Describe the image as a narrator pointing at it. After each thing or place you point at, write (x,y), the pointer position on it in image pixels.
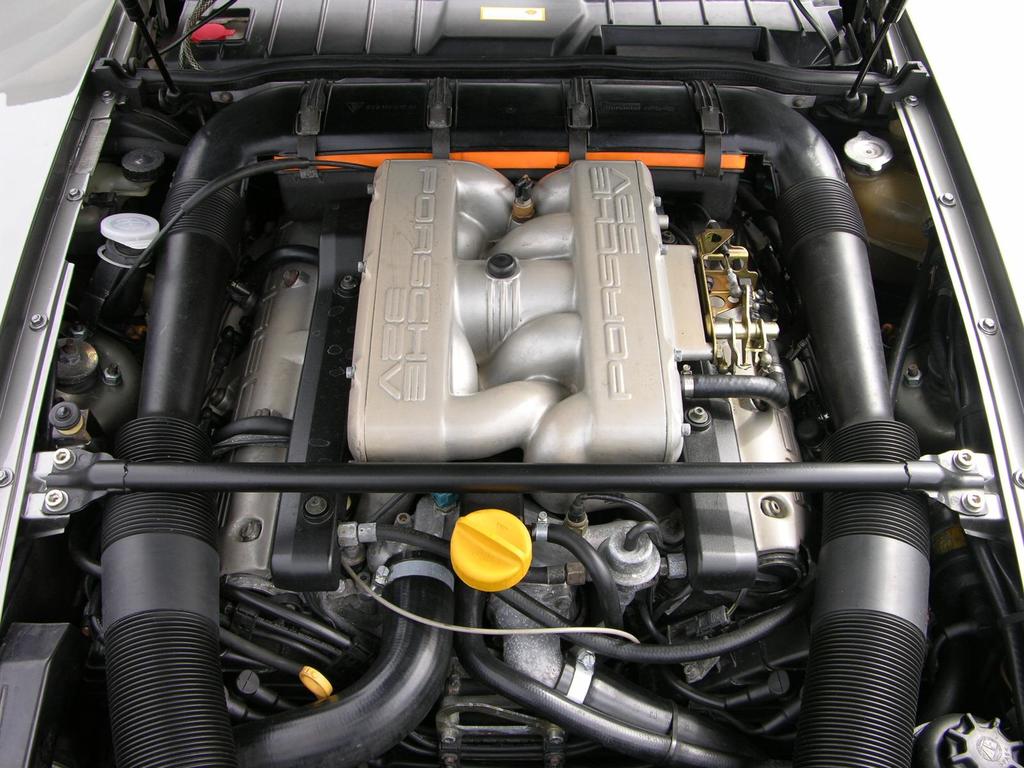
In this image we can see the car engine (578,237).
